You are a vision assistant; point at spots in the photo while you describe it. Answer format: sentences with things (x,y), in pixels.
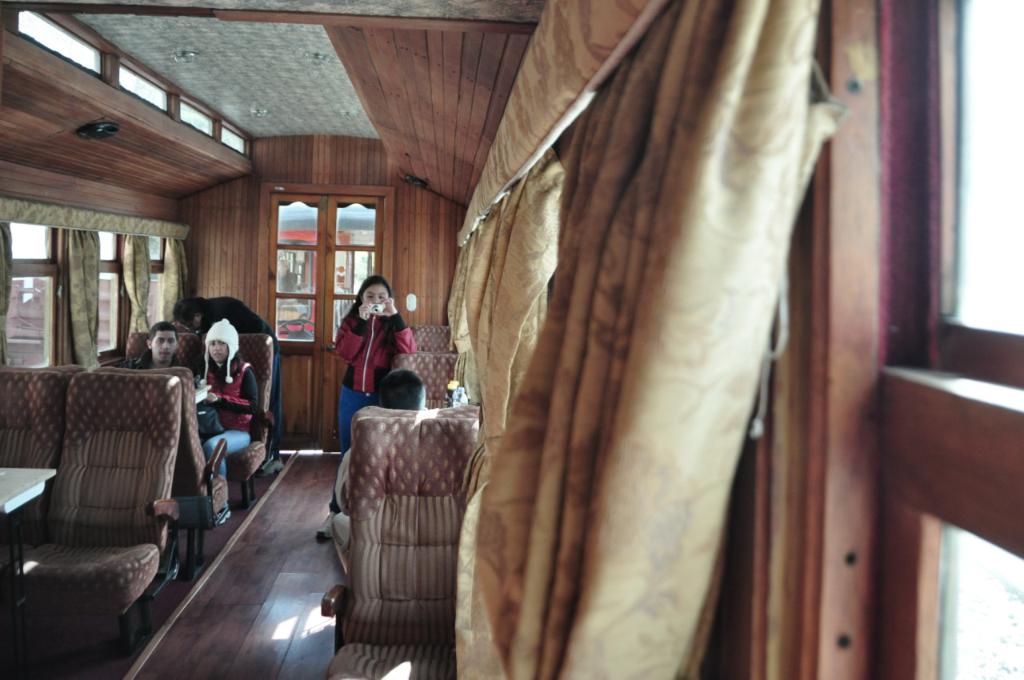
In this image, In the right side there is a curtain (633,678), In the left side (103,493) there are chairs (129,492) which are in brown color, There are some people (229,385) sitting on the chair (266,386), In the middle (380,363) there is a woman (365,365) standing and holding a camera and taking a picture, In the top (401,156) there is a brown color wooden block (403,88).
